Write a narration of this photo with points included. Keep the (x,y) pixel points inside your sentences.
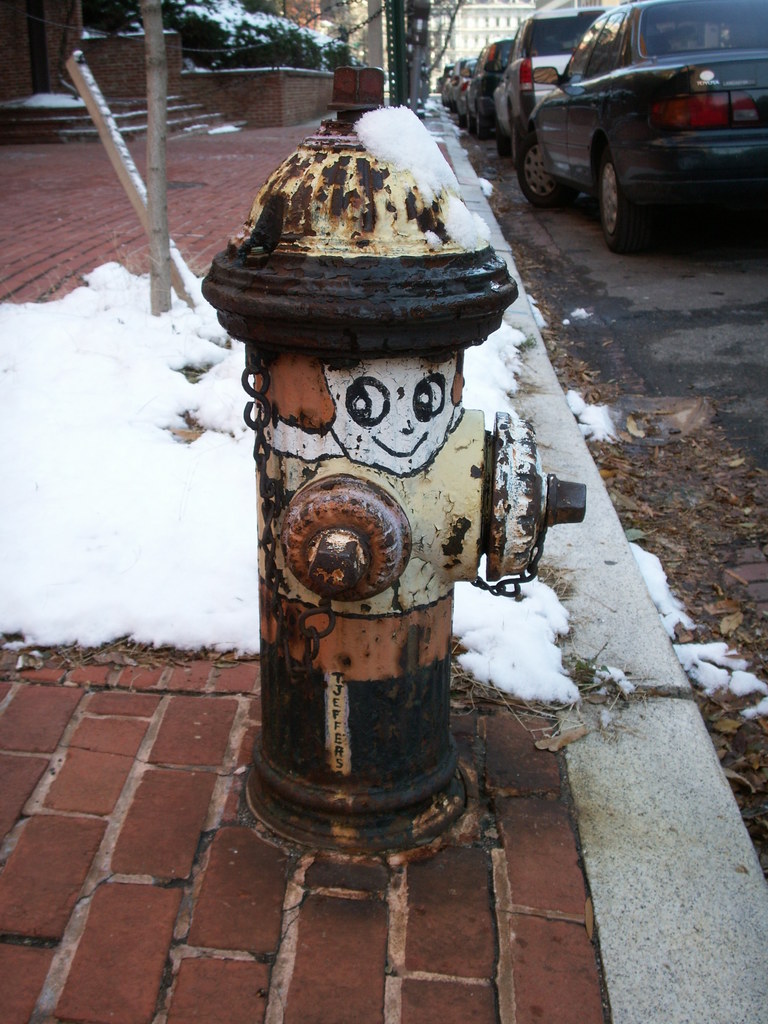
There is a sidewalk (179,204). On that there is a white color thing (113,381), poles (158,90) and a standpipe (304,531). Near to that there is a road (665,345). On that there are vehicles (509,63).
